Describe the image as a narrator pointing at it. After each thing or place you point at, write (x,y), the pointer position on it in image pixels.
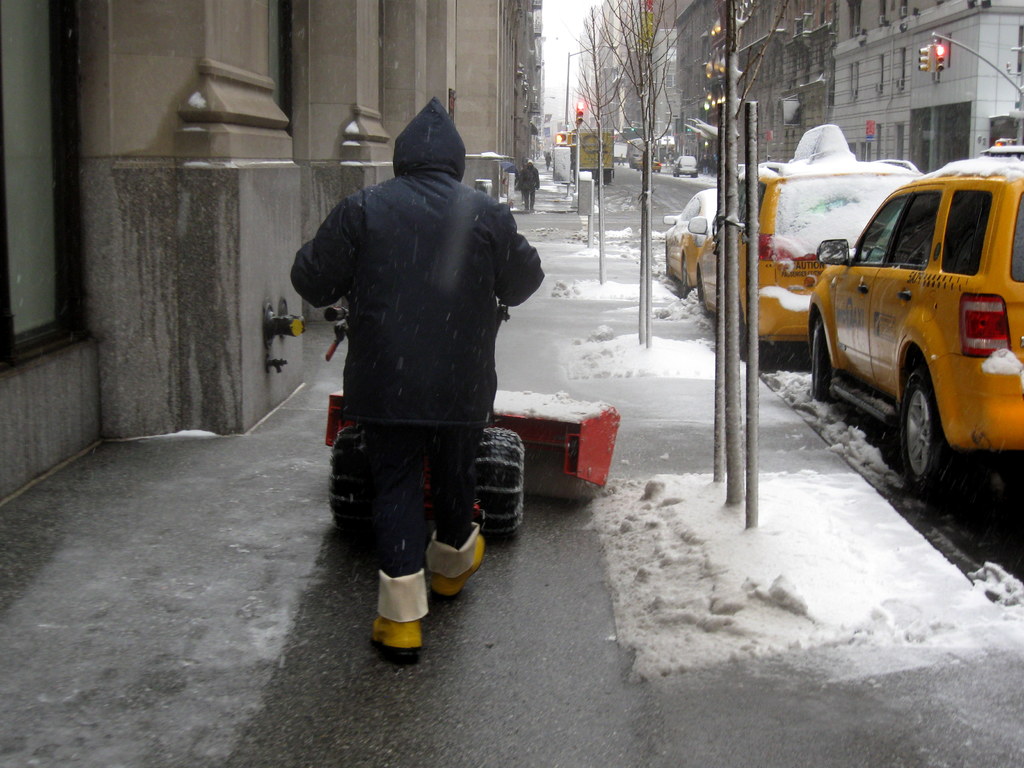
In the center of the image (402,291) we can see person (461,228) walking on the road (364,630). On the right side of the image (869,390) we can see cars (788,296), poles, signals (572,137), road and buildings (808,47). On the left side of the image (227,409) we can see persons (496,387) and buildings (421,75). In the background (557,34) there is sky (554,75).
